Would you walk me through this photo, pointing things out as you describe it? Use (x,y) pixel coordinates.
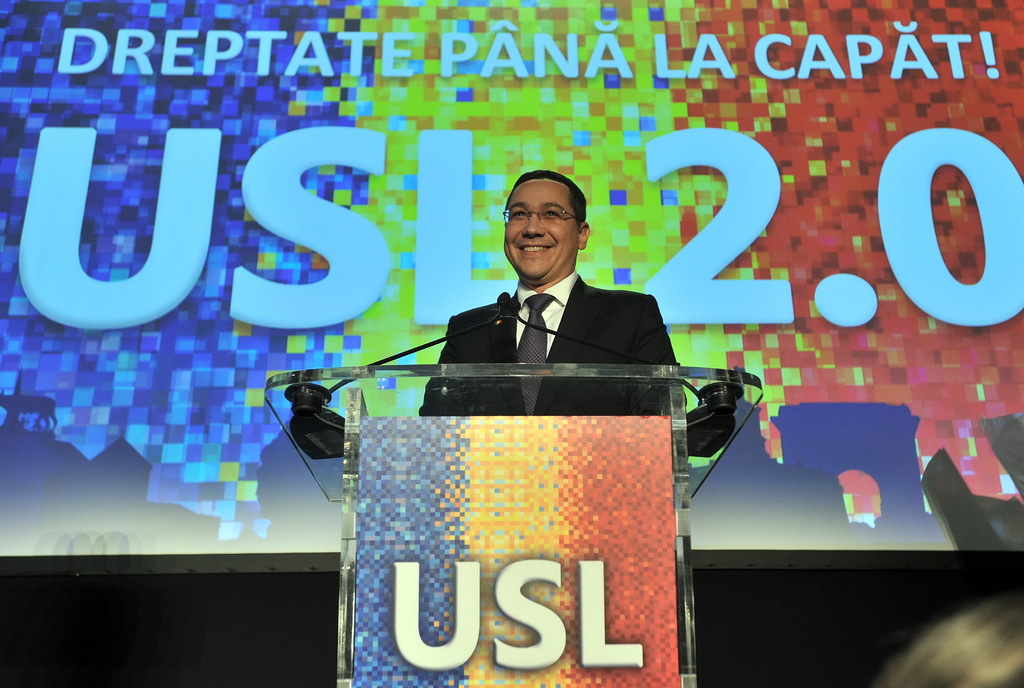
In this image we can see one man (545,235) with smiling face (545,248) standing near the podium (545,400), one colorful board (558,452) with text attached to the podium (534,409), two black objects (331,441) on the podium (526,550), two microphones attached to the podium (640,510), it looks like truncated person's head (965,650) on the bottom right side (982,663) corner of the image and there is a black background (892,603) on the bottom of the image (759,600). One screen (206,368) with text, numbers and images (82,505) in the background (108,343).
